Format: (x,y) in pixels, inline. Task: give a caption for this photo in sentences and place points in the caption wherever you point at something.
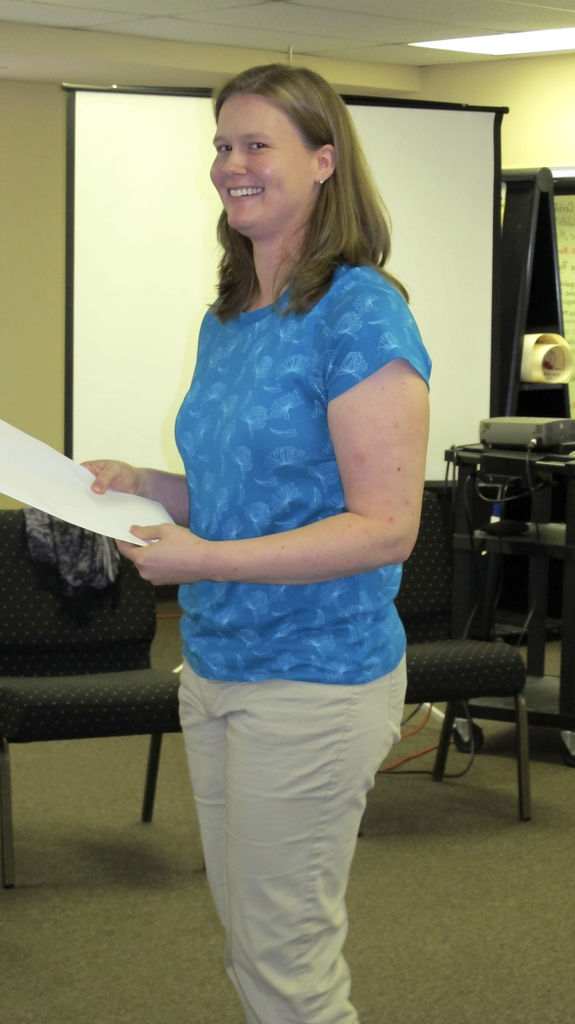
In this image I can see a person (306,600) standing wearing blue shirt (306,593), cream pant (252,936) and holding few papers (7,458). Background (109,603) I can see few chairs (443,641), a projector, a screen (481,185) and the wall (52,219) is in cream color.
